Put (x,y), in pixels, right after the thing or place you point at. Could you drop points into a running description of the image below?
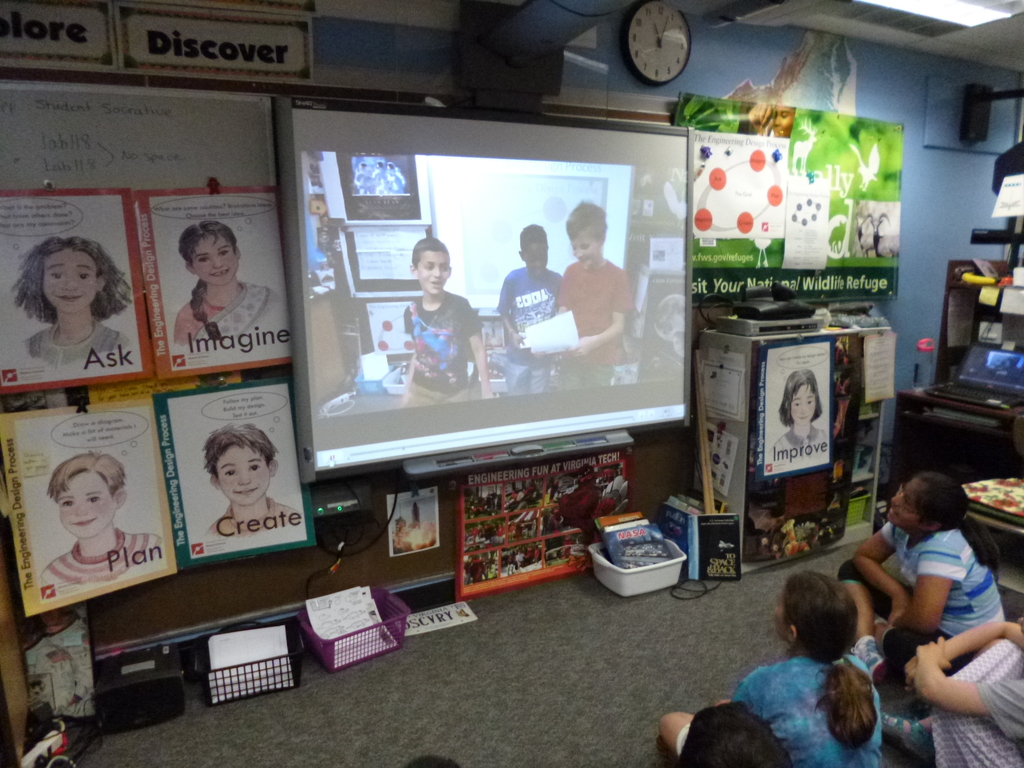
In this image we can see few children (857,659) sitting on the floor (590,691). In front of them there is a TV (351,321). Also there is a wall (606,77) with clock (662,39). And there is a board (133,134) with something written. And there are posters (152,272). On the posters (146,371) there are drawings (124,277) of children (117,341). On the floor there are baskets (221,634) with some items (658,536). On the wall (582,69) there is a speaker (980,128) and there is another board (866,206) with something on that. And there is a cupboard (746,371). On that there are posters (798,379). And there are few other items (985,318) in the room (359,327).
